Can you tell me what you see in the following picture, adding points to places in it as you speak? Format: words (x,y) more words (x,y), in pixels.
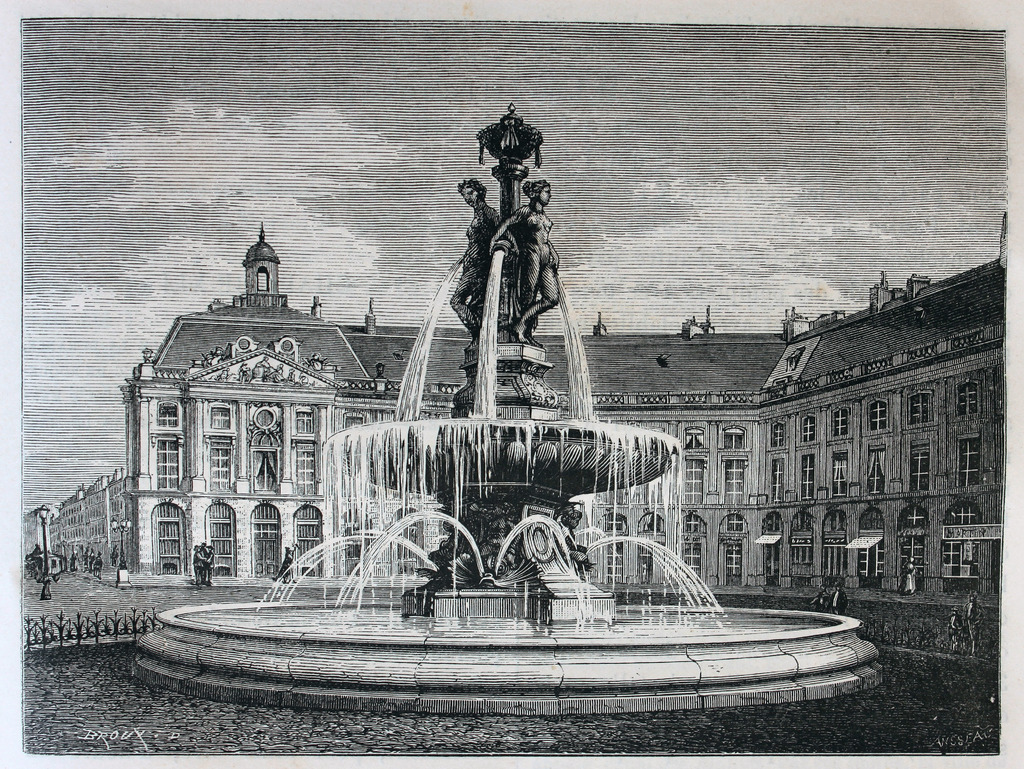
In this picture I can observe two statues (461,295) and a fountain (489,393) in the middle of the picture (542,285). In the background (245,514) I can observe a building (290,430) and some clouds (170,135) in the sky (332,98). This is a black and white image.
